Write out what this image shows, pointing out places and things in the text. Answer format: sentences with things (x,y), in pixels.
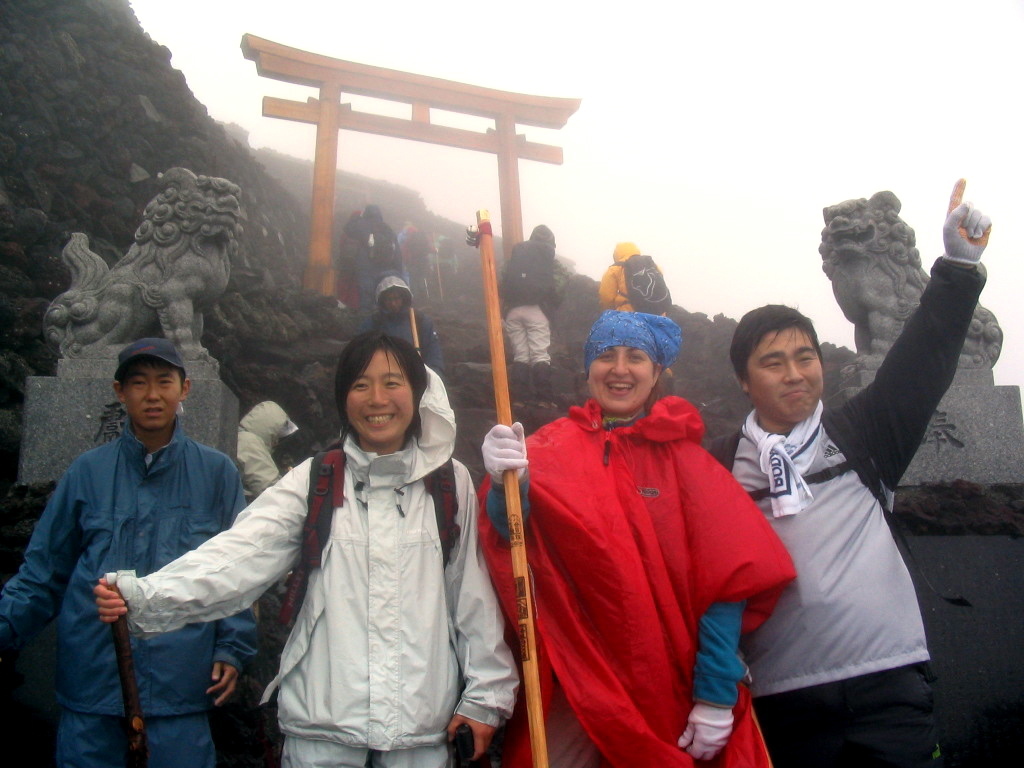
In this picture there is a woman (687,516) who is wearing a red jacket (641,490), cape (619,583), trouser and holding a stick (538,688). Beside her there is a woman (409,566) who is wearing white jacket (369,527), trouser (388,763) and she is holding a mobile phone (459,741) and stick (142,749). On the right (855,572) there is a man (858,453) who is standing near to the wall (955,540). On the left (132,407) there is a man (149,396) who is wearing jacket (199,472), cap (135,354) and trouser (151,726). In the back (652,309) I can see some people (534,379) were standing on the stairs (445,365). On the right (886,282) and left side (180,231) I can see the statues of the lion (859,222). On the left (319,176) there is a wooden structure (335,136). In the top left corner (96,130) there is a mountain (7,60). In the top right (928,173) there is a sky (697,100).
